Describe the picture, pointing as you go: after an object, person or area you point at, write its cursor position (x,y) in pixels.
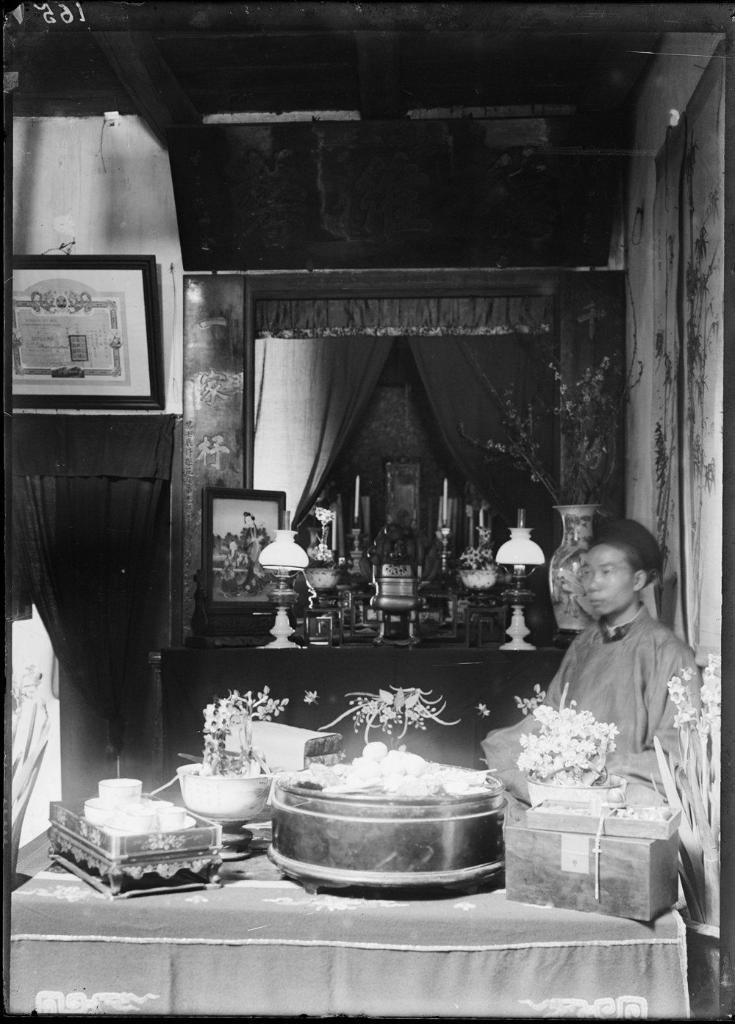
This is a black and white image. On the right of the image (611,683) I can see a person (603,693). In front of this person (596,706) there is a table (186,941) covered with a cloth (499,972). On the table (592,914) there is a box (593,873), plant (563,781), some food items (428,785), bowls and tea cups (123,824) are there. In the background (461,648) I can see a big table (428,673), and there are some objects (329,627), frame (234,544) and lights (516,551) are placed on it. On the left side of the image (85,601) I can see a curtain (78,573). Above the curtain (67,430) there is a wall (59,214) and one frame (81,327) is attached to that wall (63,228).
